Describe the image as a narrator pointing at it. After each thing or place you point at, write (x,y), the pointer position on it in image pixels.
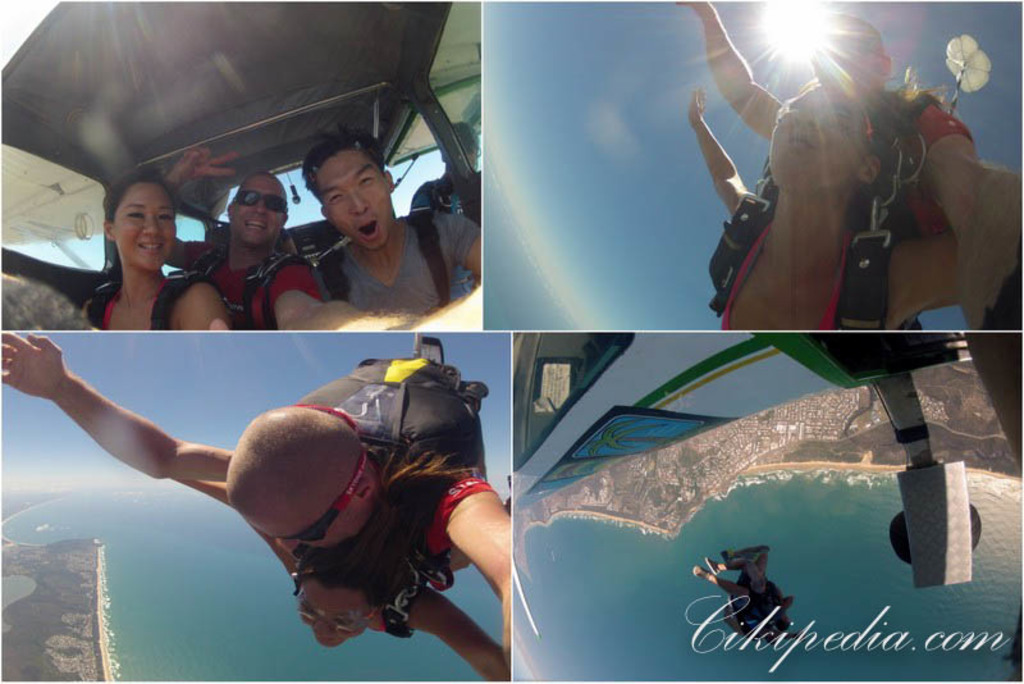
In this image we can see a collage of pictures in which we can see group of persons (352,267) carrying bags (871,253), some persons (920,266) are flying in the sky (666,153). In the background (662,167), we can see sun (792,24) in the sky (662,167) and some text (948,635).
